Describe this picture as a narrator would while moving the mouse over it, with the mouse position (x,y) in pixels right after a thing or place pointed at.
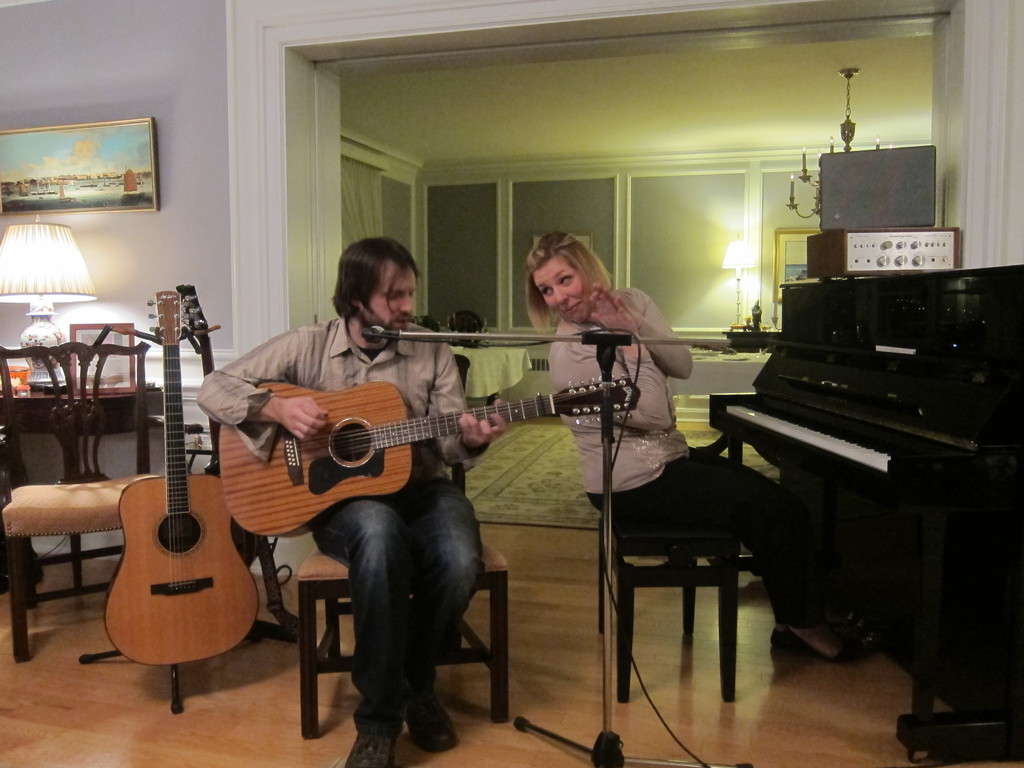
In this picture we can see a man (361,745) and a woman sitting on the chairs (497,643). He is playing guitar (358,463). And this is piano (904,504). And there is a frame (107,163) on the wall (141,229). This is lamp (19,267). On the background (226,220) there is a wall (216,207).
